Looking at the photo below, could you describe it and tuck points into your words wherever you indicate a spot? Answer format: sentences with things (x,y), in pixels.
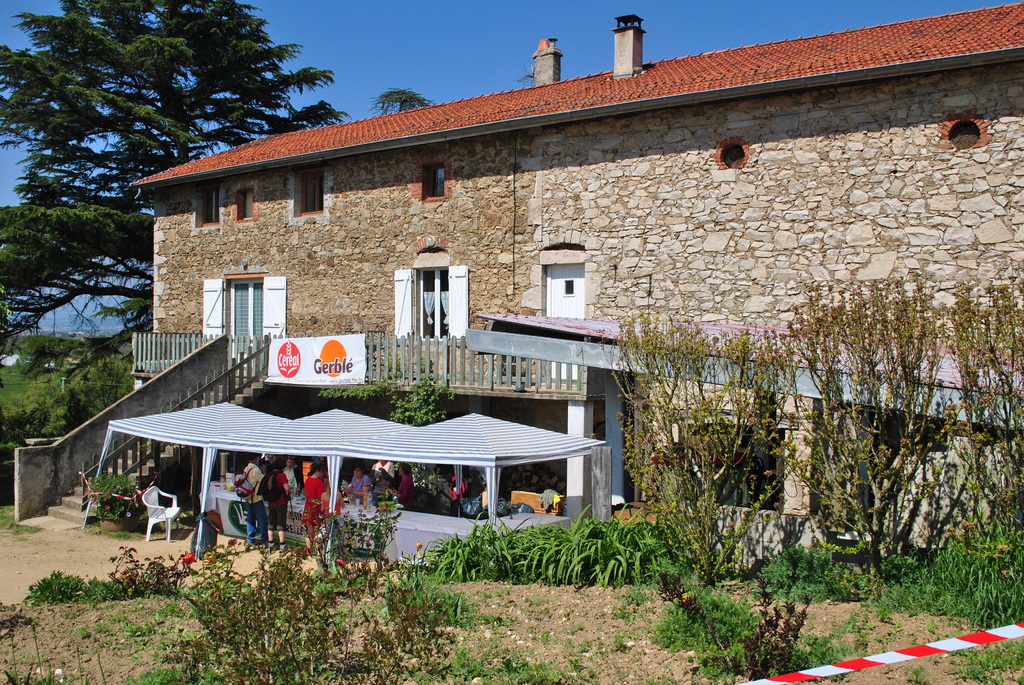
In this image in the foreground (246,641) there are plants (683,563). In the background (863,223) there is a building (615,246). In front of it there is a tent (393,433). There are many people (281,486) in the tent (193,434). This is fence (255,370). There is poster (288,363). In the background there are trees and sky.
